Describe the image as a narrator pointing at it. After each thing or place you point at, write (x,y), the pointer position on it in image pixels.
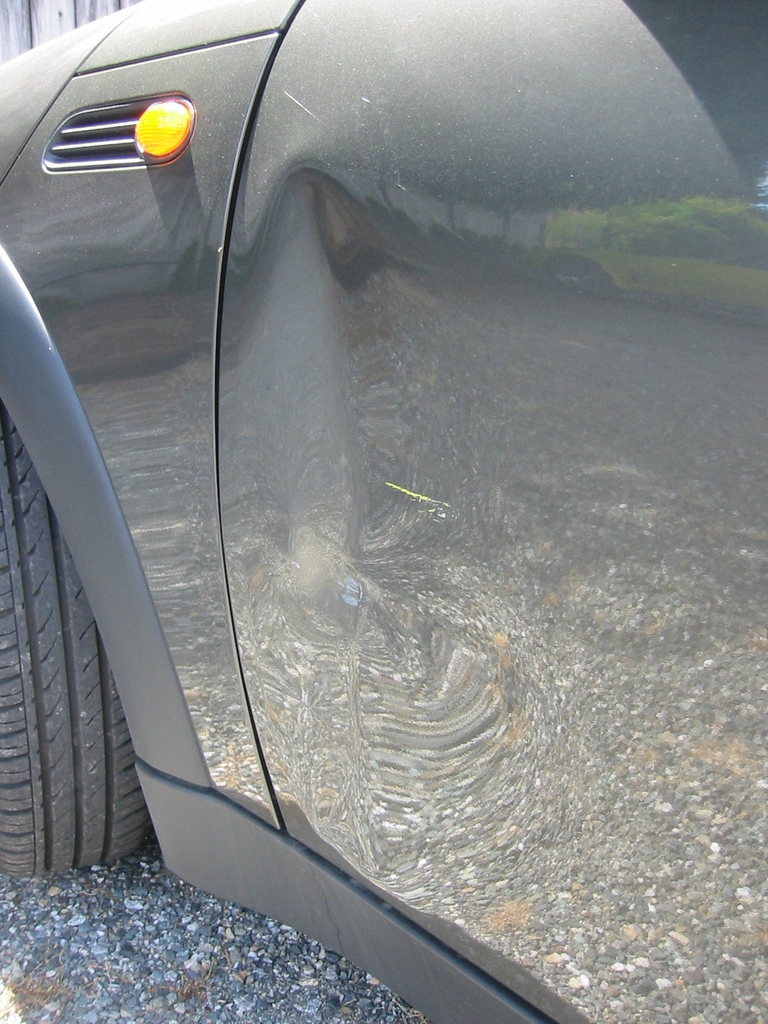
In this image we can see a car (312,568). At the bottom (179,941) there is a road (170,971).
